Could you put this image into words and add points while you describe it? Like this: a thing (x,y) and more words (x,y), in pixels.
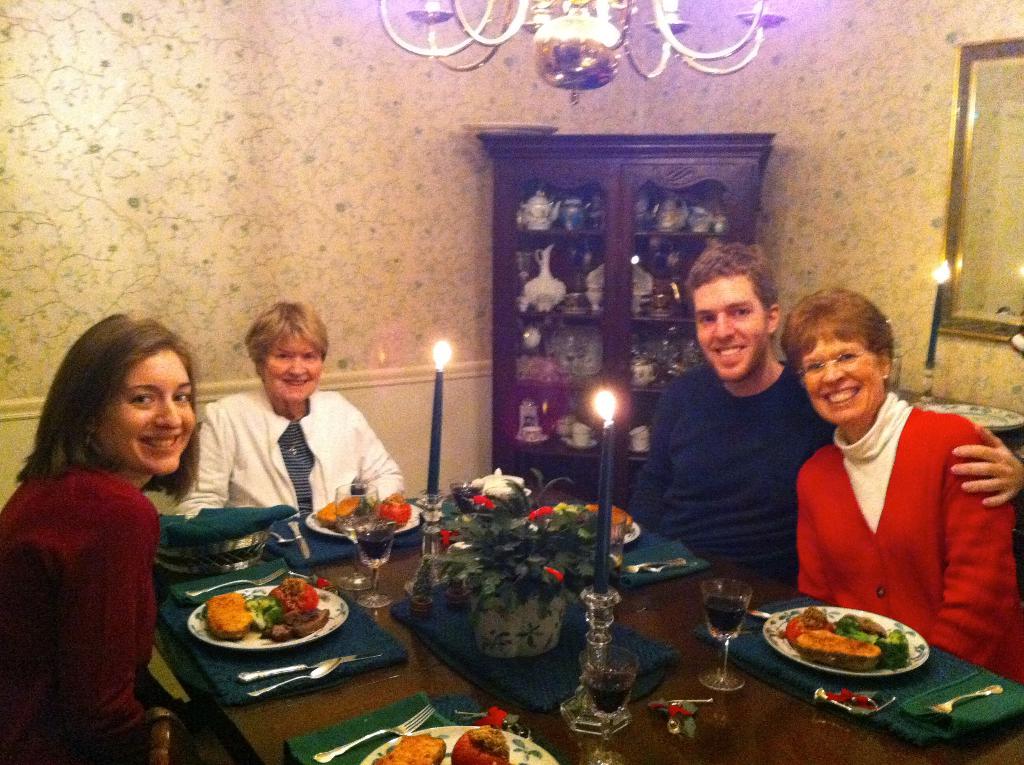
In this image we can see one man (701,423) and three women (317,463) are sitting. In front of them, we can see a table (390,682). On the table (408,681), we can see napkins (953,712), forks (937,704), spoons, plates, candles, glasses (375,585), flowers (487,555), vase (493,621) and food items (453,748). In the background (643,276), we can see things (544,303) arranged in a cupboard (670,229). There is a frame (975,149) on the wall (925,174). At the top of the image (588,21), we can see a chandelier (580,16). We can see a plate (988,419) and a candle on the right side of the image (992,419).
